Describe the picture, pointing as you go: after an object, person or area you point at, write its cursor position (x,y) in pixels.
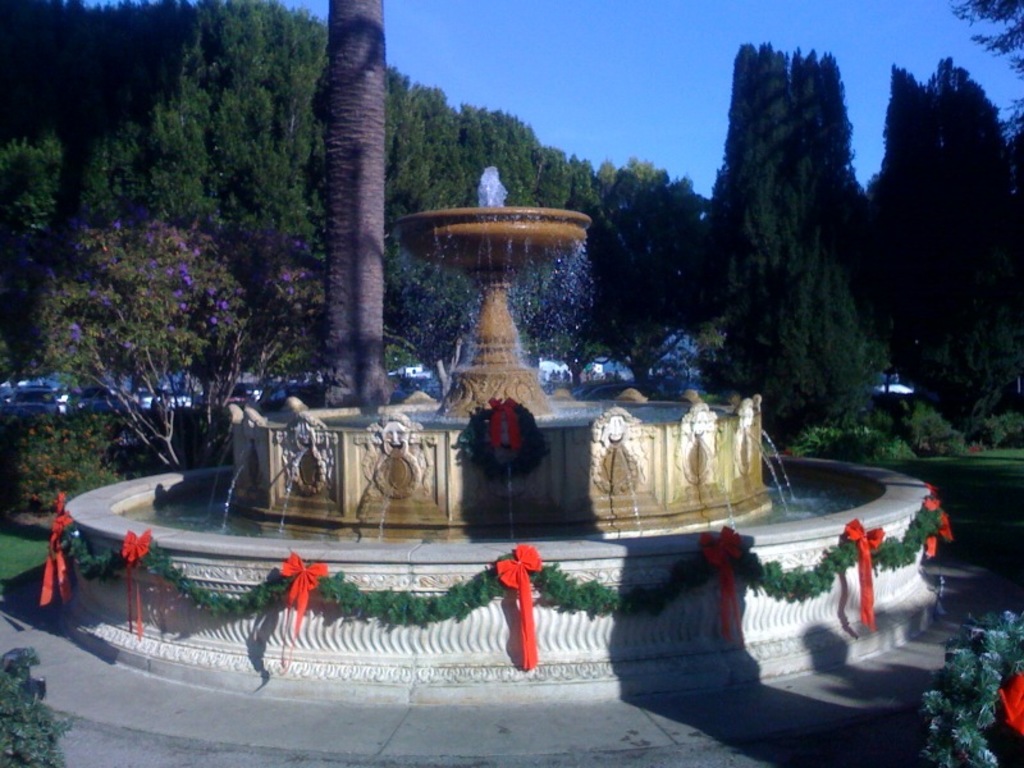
There is a beautiful water fountain (390,489) and around the fountain (154,505) there is a tall tree (329,183) and many other trees (705,280) and in the background (704,75) there is a sky (692,43).
